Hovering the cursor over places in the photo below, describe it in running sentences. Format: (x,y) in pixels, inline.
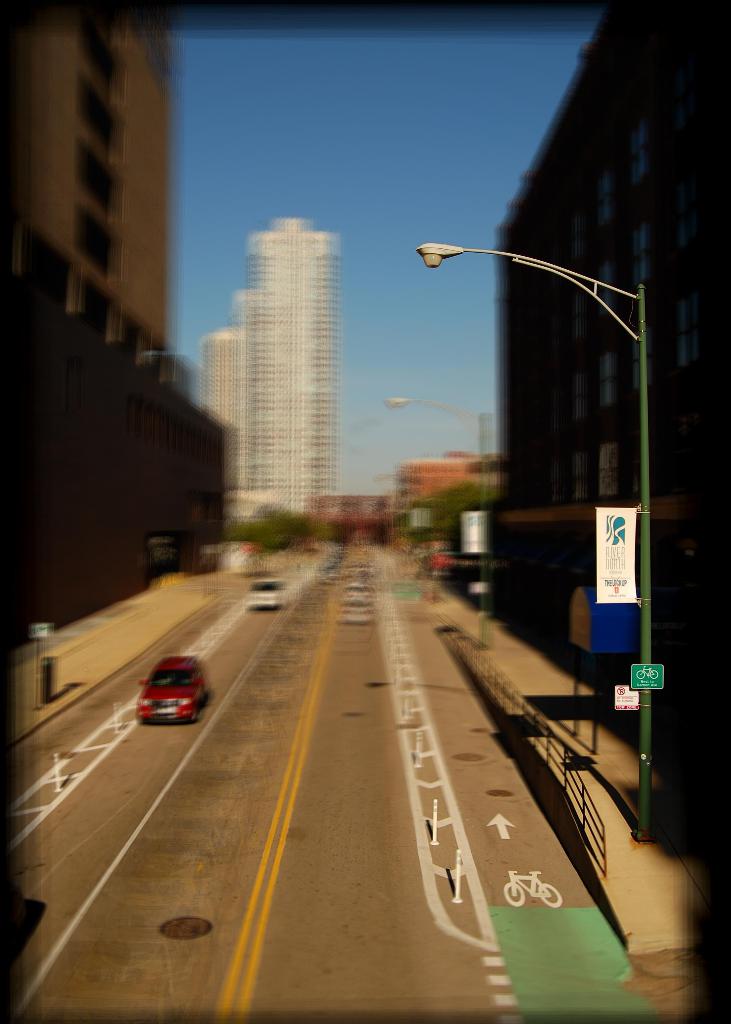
I can see cars (256,603) on the road (350,707). This looks like a bicycle path (507,801). This is the street light (443,251). I can see a banner (624,572) and a signboard (662,684) attached to the pole (650,648). These are the buildings (279,347) and skyscrapers (280,367). The background (295,465) looks blurry. These are the lane poles (416,744).
